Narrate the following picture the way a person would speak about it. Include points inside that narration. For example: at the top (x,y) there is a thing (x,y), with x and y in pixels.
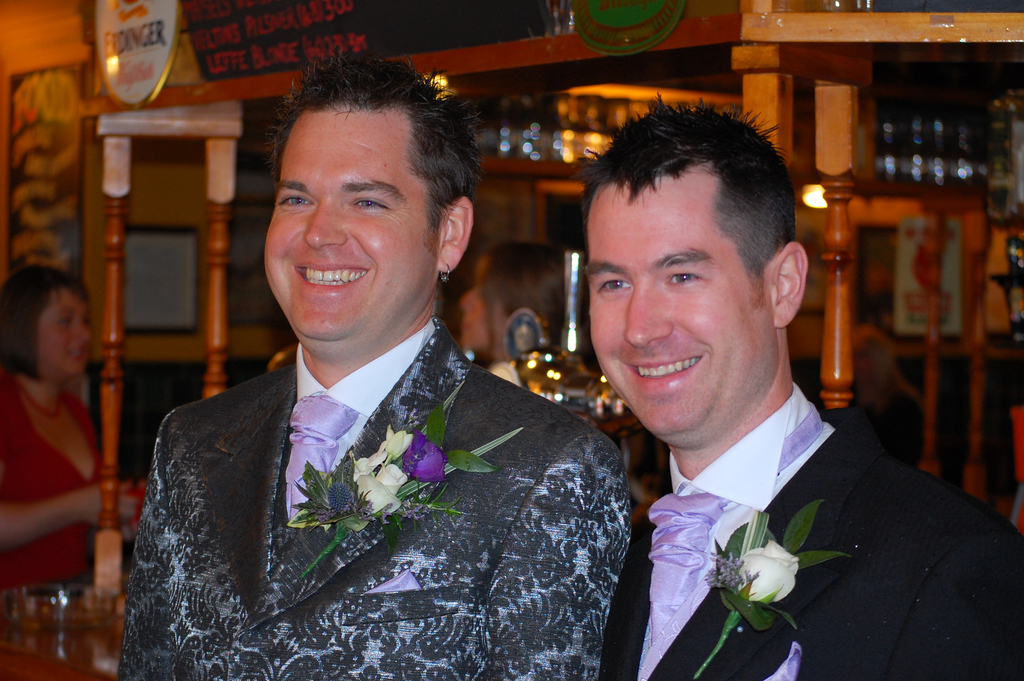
In this picture we can observe two men (369,590) wearing coats (563,626). Both of them were smiling. We can observe flowers (785,582) on their coats (496,529). On the left side (40,326) there is a woman (40,455) standing. In the background (865,166) there is a restaurant (222,299).
